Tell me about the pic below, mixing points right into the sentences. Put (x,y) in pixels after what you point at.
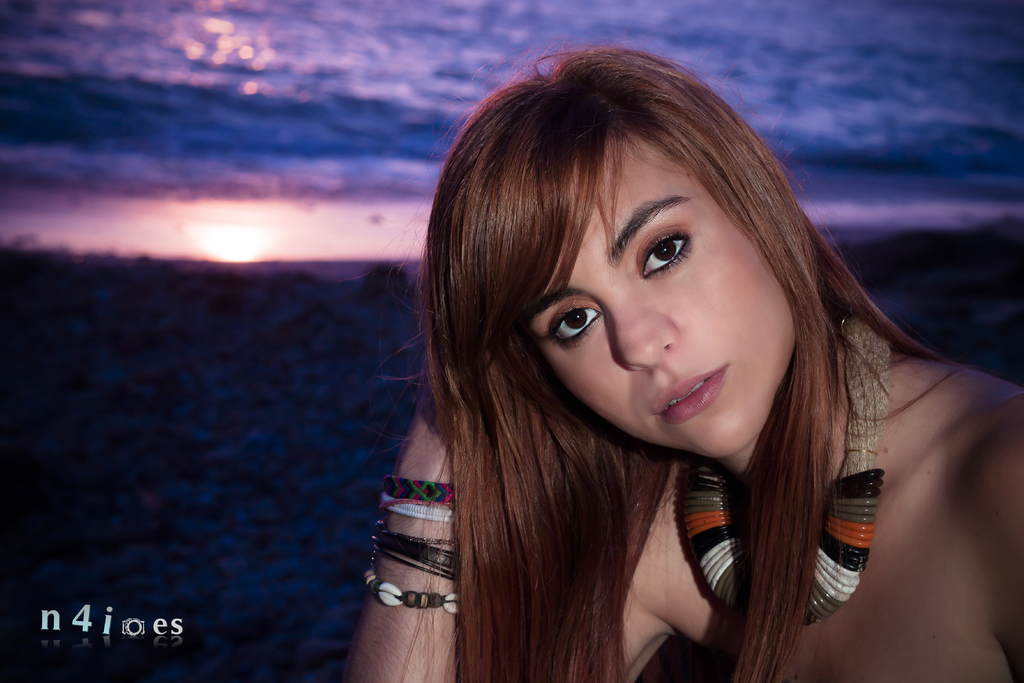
In this picture I can see a woman (789,555) wore a ornament (699,529) and I can see water (601,29) on the back (797,127) and text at the bottom left corner of the picture (60,627).
